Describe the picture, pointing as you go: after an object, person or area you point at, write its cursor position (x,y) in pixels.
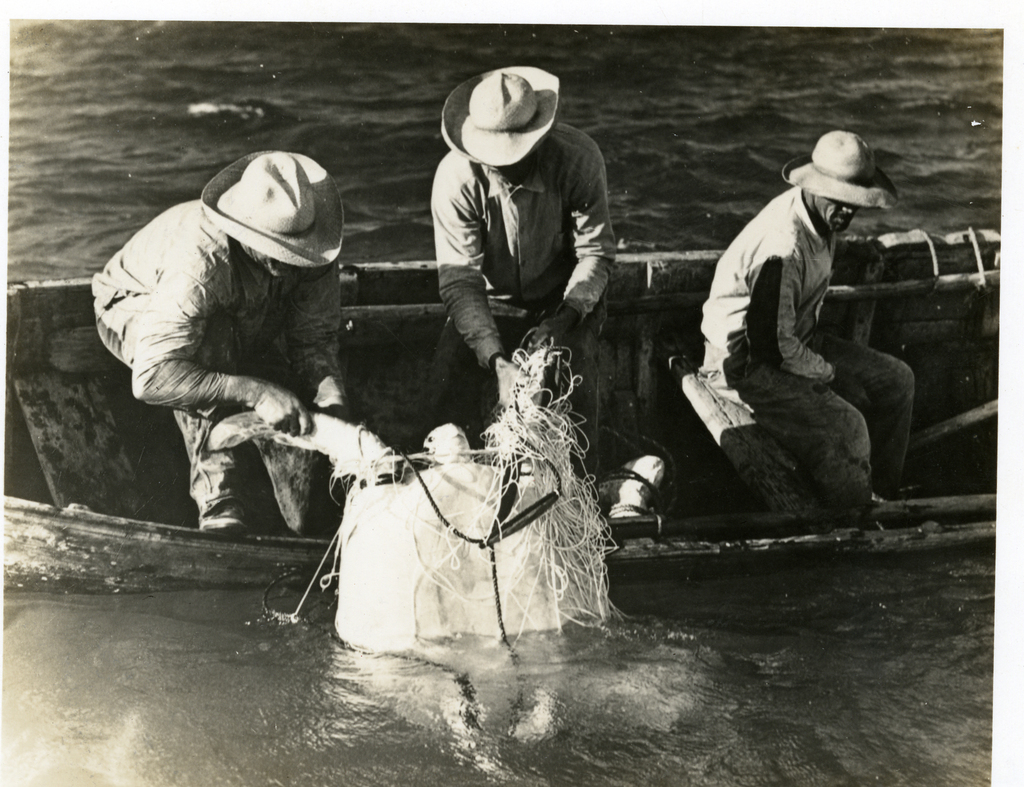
In this image I can see a boat (22,463) on the lake (253,65), on the boat (612,342) I can see three persons (455,295) wearing hats (260,246) and two persons (527,235) holding an object (528,538).
